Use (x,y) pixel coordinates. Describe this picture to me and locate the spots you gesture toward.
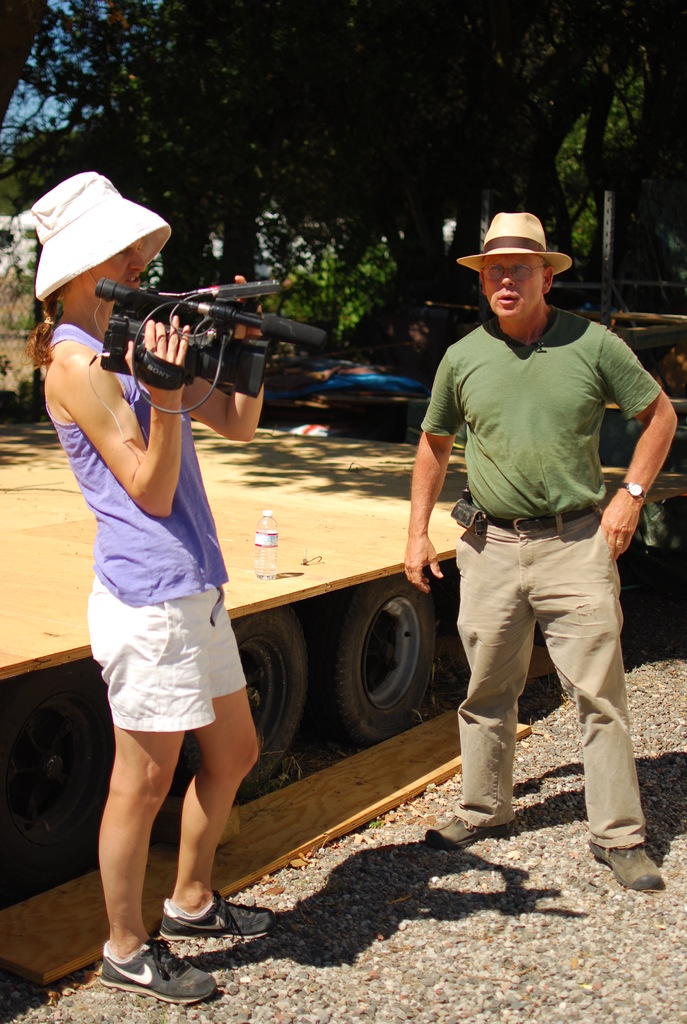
In the image there are two people (509,459) standing on the ground (320,1004) in which one of them holding camera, behind them there is a wooden stage (342,513) and trees (397,31).
